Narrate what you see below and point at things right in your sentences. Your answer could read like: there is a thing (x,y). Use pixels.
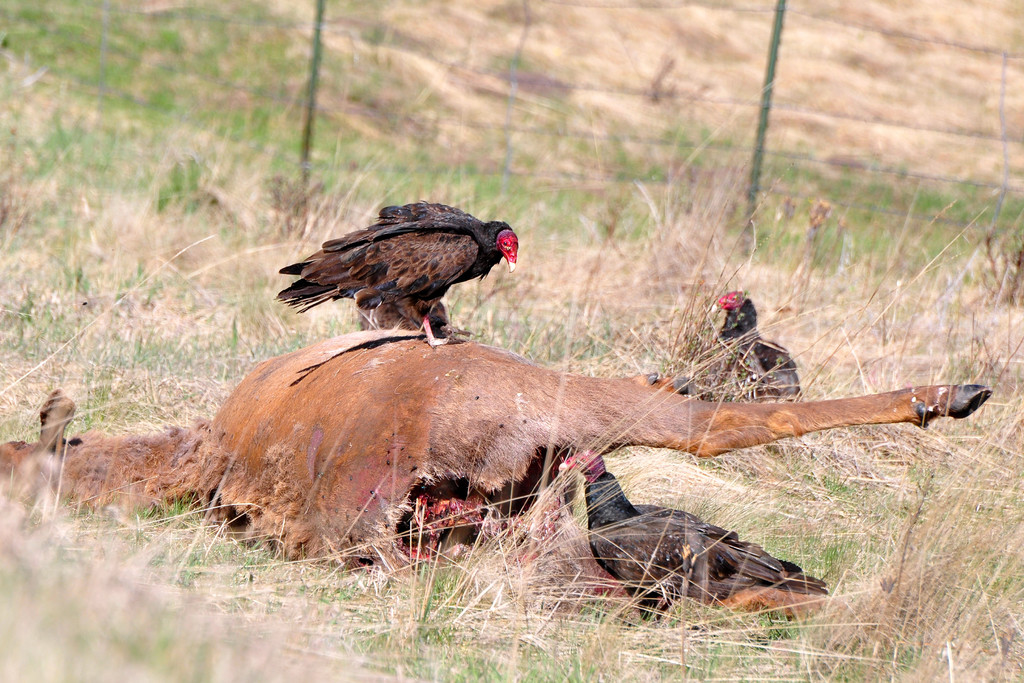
In this picture there is an animal (300,392) lying on the grass (400,682) and there are birds (765,578) standing on the grass (692,649) and there is a bird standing on the animal (364,443). At the back (1007,178) there is a fence (1007,178). At the bottom (177,597) there is grass (901,482).
